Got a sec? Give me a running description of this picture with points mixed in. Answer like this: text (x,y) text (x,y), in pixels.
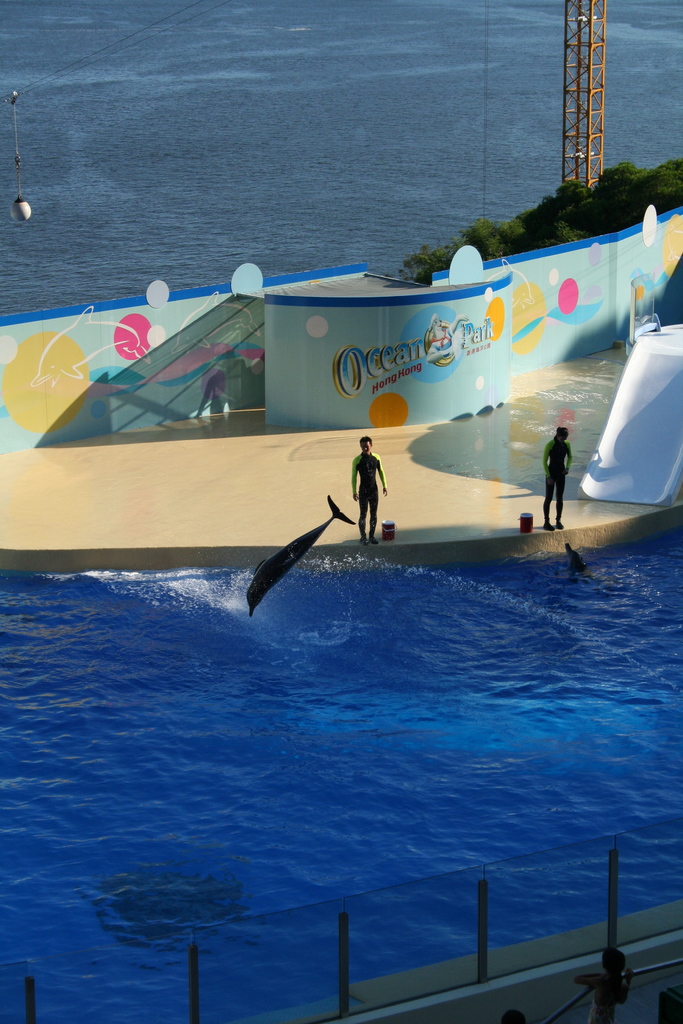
This is a dolphin show. Here we can able to see a swimming pool (251,719) with dolphins (306,540). On this floor (422,521) persons (373,504) are standing. This wall (449,357) is colorful. We can able to see trees (601,199) and tower (588,108).
